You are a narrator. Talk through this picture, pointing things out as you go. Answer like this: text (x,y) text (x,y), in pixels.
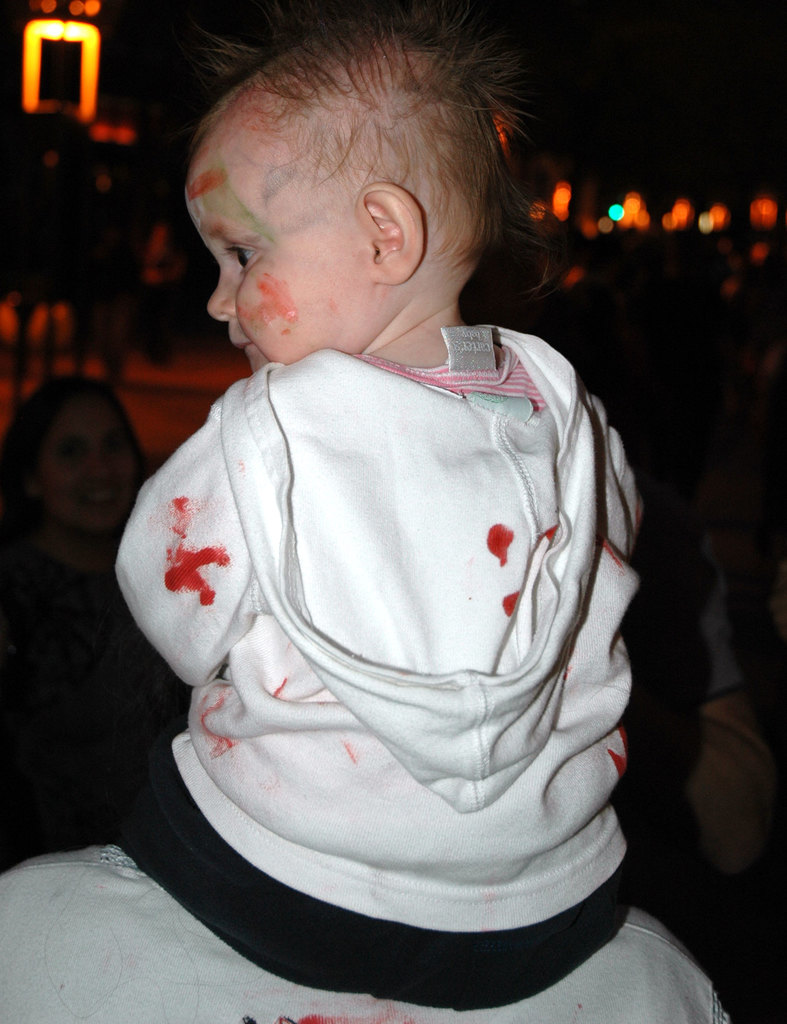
In this image there is a kid (179,743) who is sitting on the shoulder (114,894) of a person (127,958). In the background (127,52) it is dark with some lights (715,211). On the left side (98,523) there is a woman (94,509) in front of the kid (369,466). On the right side (632,714) there are few people (672,556) standing in front of the kid (618,695).
